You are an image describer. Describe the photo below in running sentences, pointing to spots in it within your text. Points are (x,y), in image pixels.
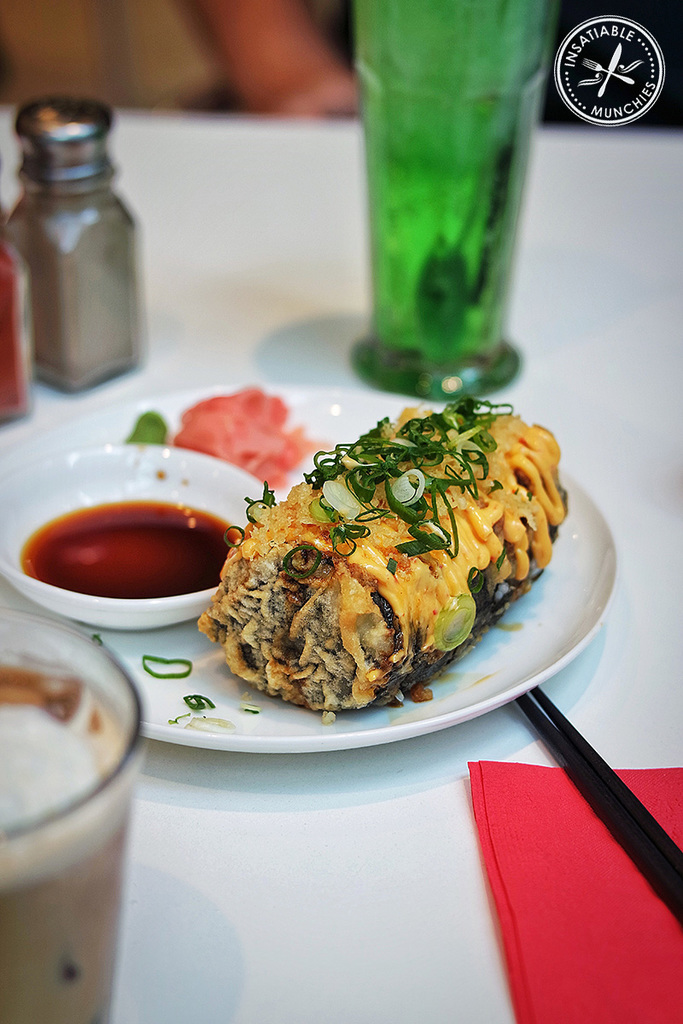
Here we can see food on plate (190,735), there is sauce (140,527) in a bowl (129,607) and there is a drink (114,788) in a glass (35,822) here we can see a shaker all placed on the table (634,728), here at the bottom right side (653,854) we can see chopsticks (616,795).
